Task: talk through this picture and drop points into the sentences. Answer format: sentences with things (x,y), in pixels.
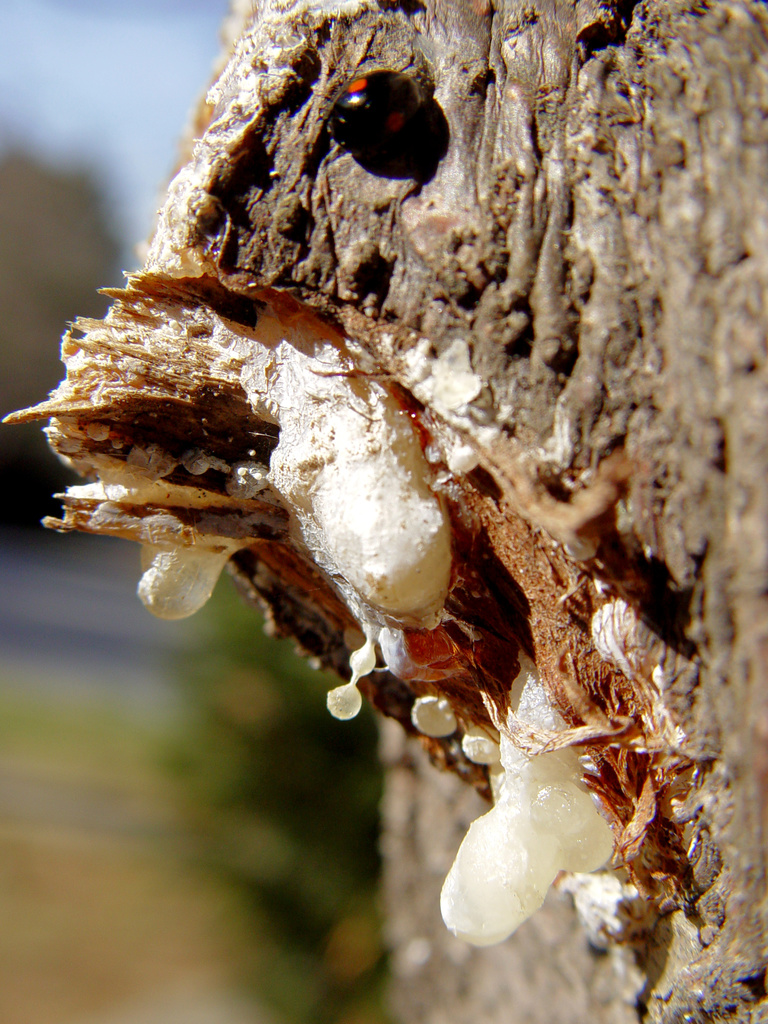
On the top (388,91) we can see a bug (385,136) on the wood (480,198). Here we can see a white color tree gum (524,690). On the bottom (336,743) we can see plant (321,907). Here it's a road (83,663). On the left (37,242) we can see tree (58,299). On the top left corner (104,67) there is a sky (79,63).
